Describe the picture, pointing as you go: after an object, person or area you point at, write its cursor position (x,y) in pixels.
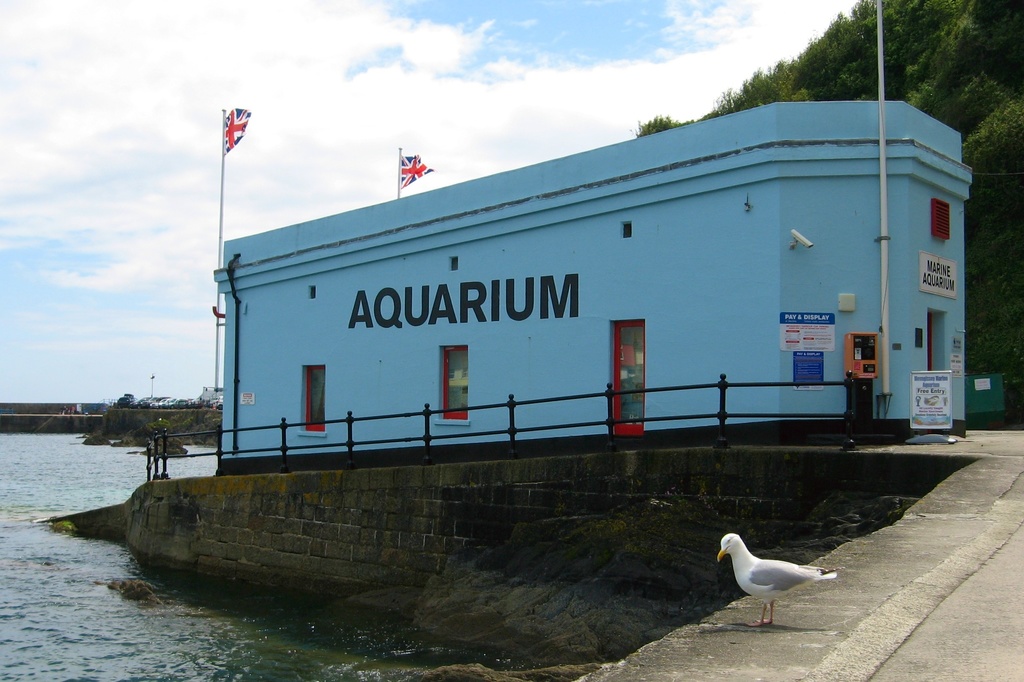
In this image I can see a bird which is in white color, background (648,278) I can see a building (646,321) in blue color. I can also see two flags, they are in red, blue and white color, trees (923,83) in green color, water (146,674) and the sky (421,51) is in white and blue color.
